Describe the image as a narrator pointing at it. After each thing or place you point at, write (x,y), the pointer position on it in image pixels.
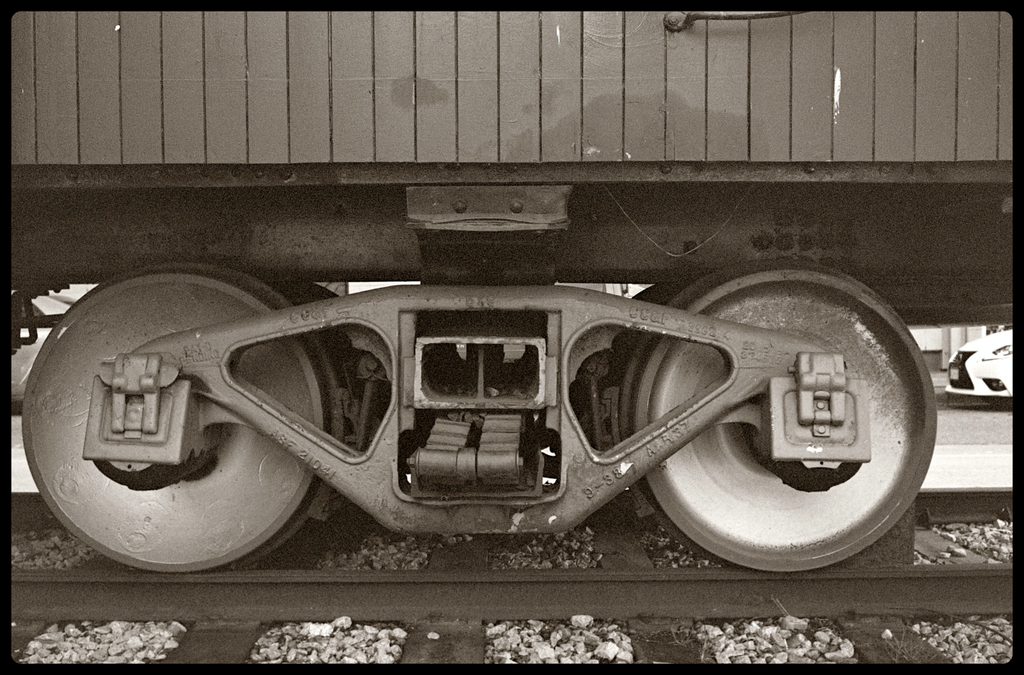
This image consists of a train (66,114). In the front (619,421), we can see the wheels (130,344) on the train (454,317). At the bottom (86,630), there are tracks (288,614) along with the stones (969,552). On the right (981,388), there is a car (990,366) in white color.
